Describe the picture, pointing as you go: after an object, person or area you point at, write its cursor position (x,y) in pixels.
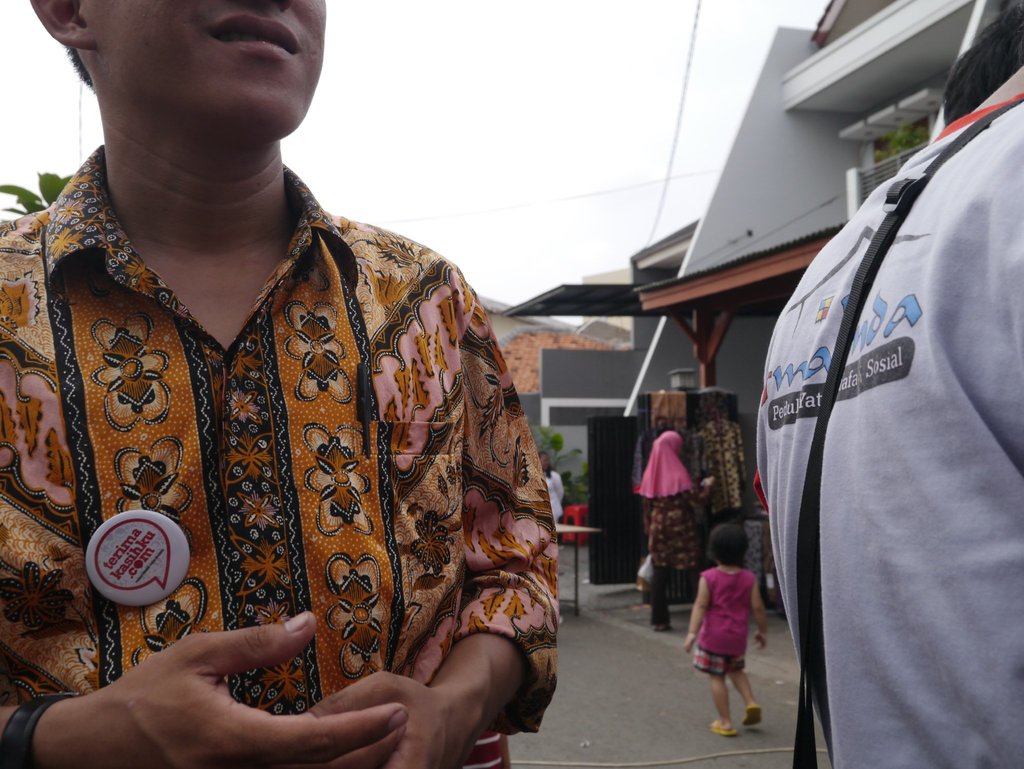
In this image we can see persons (863,485) on the road (634,671). In the background (719,637) we can see clothes (706,452), persons (669,475), buildings (539,328) and sky (485,147).
